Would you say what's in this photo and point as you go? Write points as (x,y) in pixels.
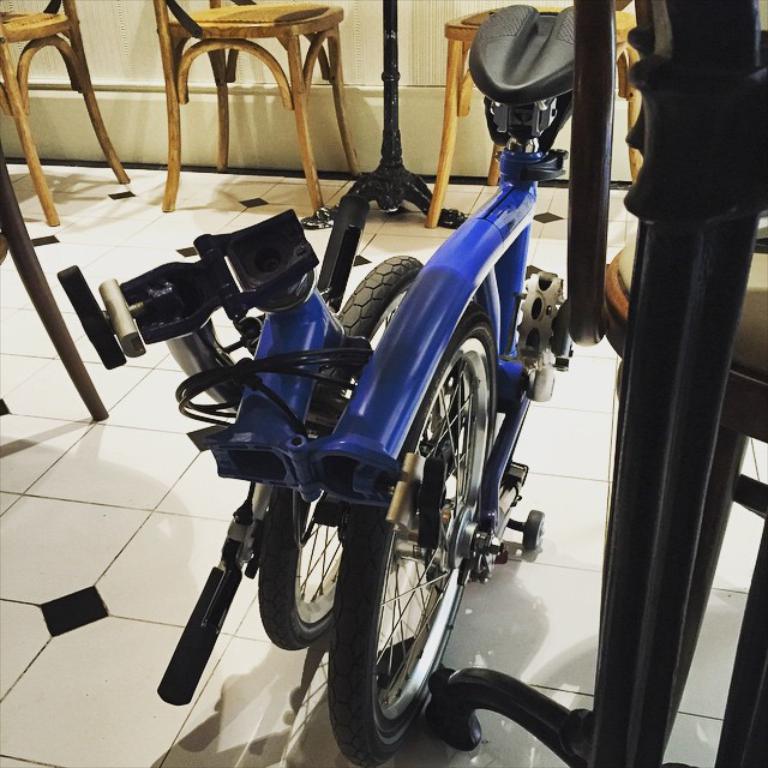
In this picture a bicycle (161,317) is placed on the floor (172,237) and in the background (459,80) we observe few chairs (228,39).
